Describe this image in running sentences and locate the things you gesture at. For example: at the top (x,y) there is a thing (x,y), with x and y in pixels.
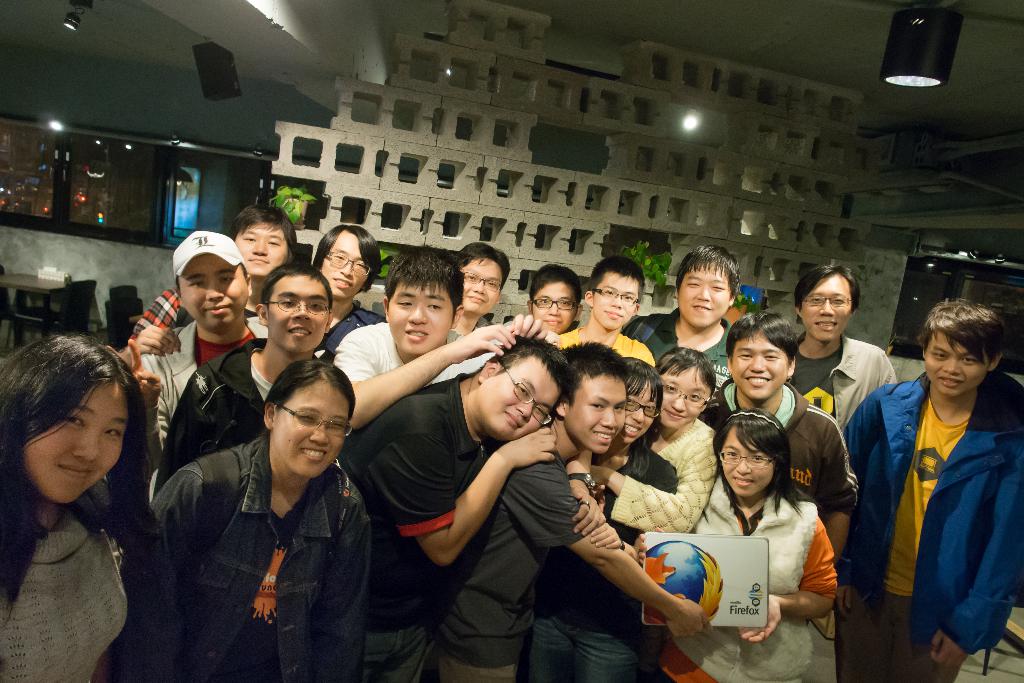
In the image I can see some people (483,509), among them some are holding something and also I can see some lights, table (27,279) and chairs (109,316).
